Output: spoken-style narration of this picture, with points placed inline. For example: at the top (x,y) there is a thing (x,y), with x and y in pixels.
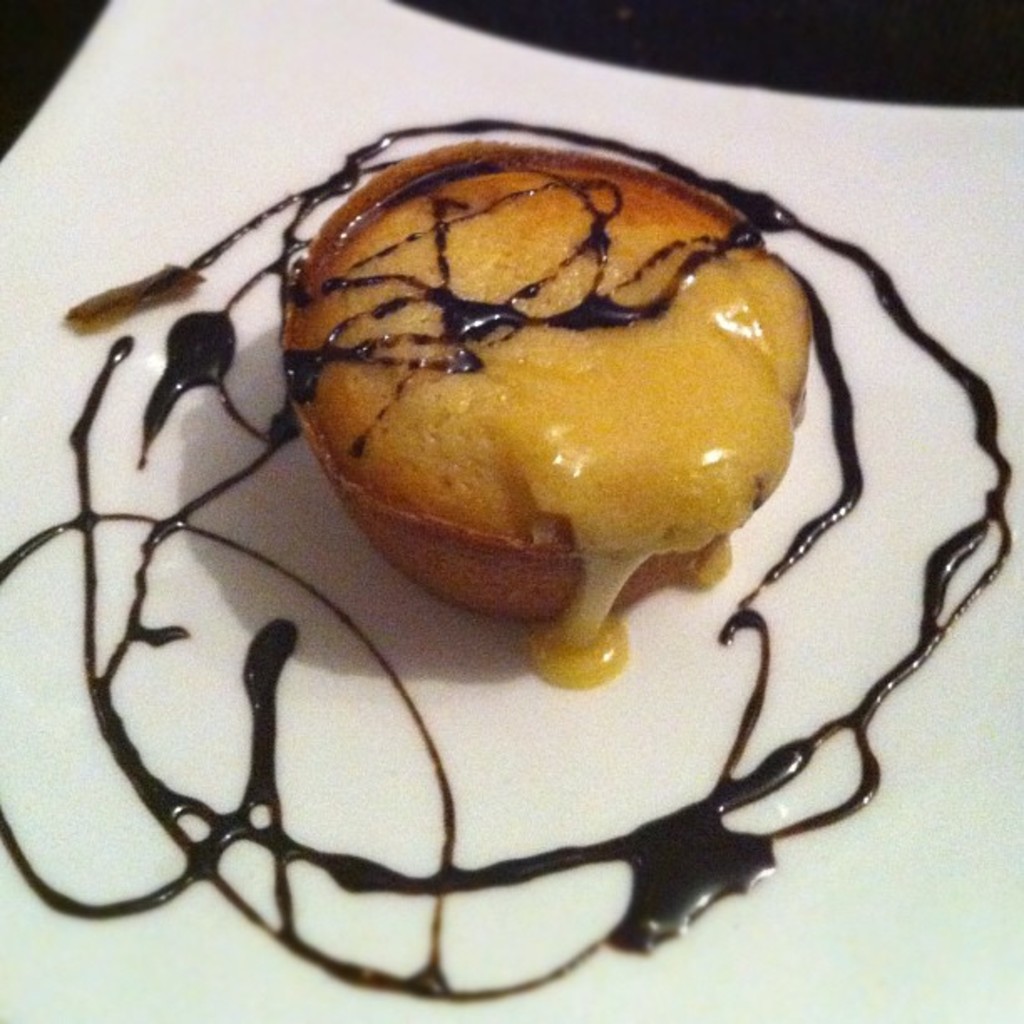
In this picture I can see there is some food (738,514) placed on the plate (567,844) and there is chocolate syrup (444,849) on it.
